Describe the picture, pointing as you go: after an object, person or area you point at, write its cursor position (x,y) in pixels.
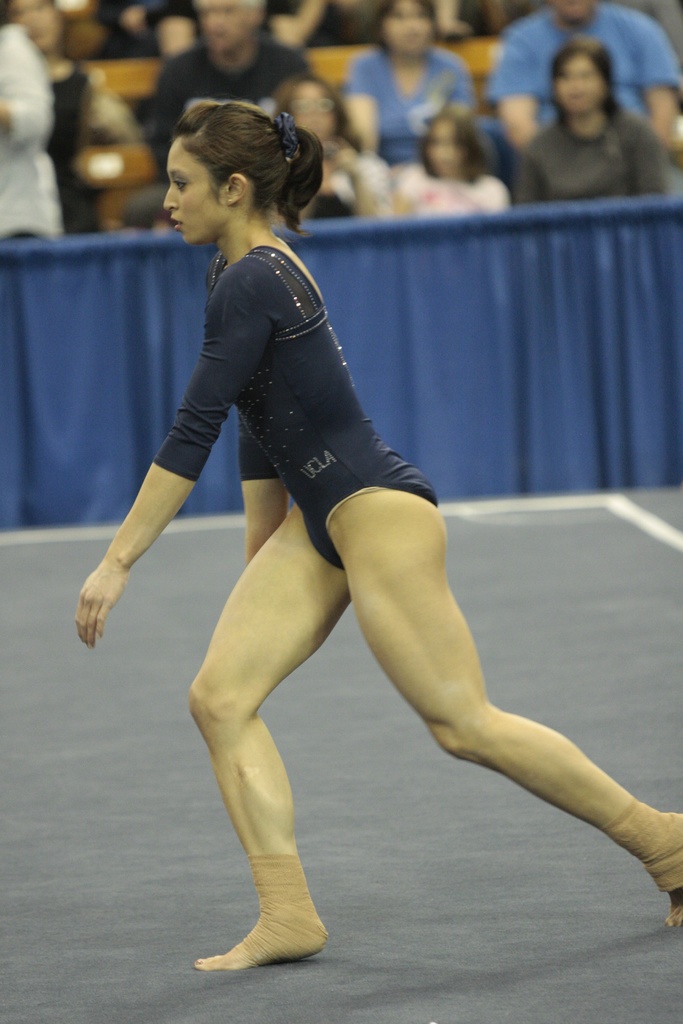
In the picture we can see a woman athlete (240,380) walking on the sports surface (510,847) and beside her we can see a blue color curtain (55,481) to the railing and behind it we can see some people (546,172) are sitting and watching her.
